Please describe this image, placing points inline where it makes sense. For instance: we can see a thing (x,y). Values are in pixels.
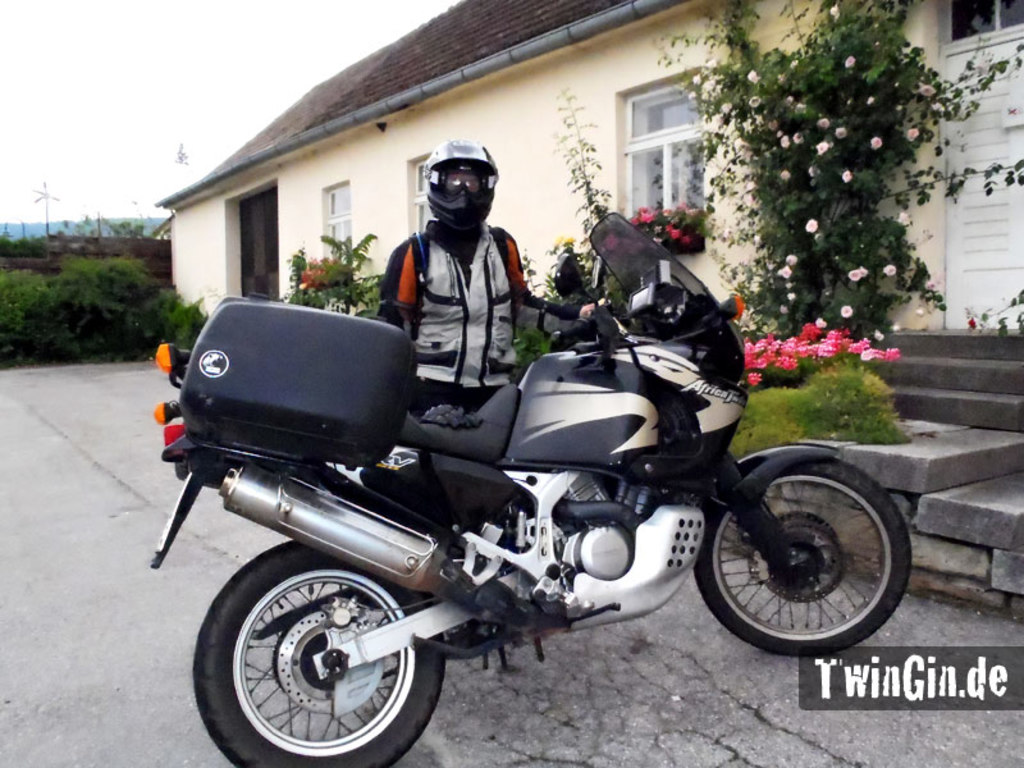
This picture shows a human (478,260) wore a helmet (488,202) and a backpack (498,247) on the back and we see a motorcycle (489,472) and few plants (849,193) and trees (828,250) and we see flowers (807,345) and a building (992,7) and a cloudy sky (400,18) and we see a watermark (987,656) at the bottom right corner of the picture (838,670).
